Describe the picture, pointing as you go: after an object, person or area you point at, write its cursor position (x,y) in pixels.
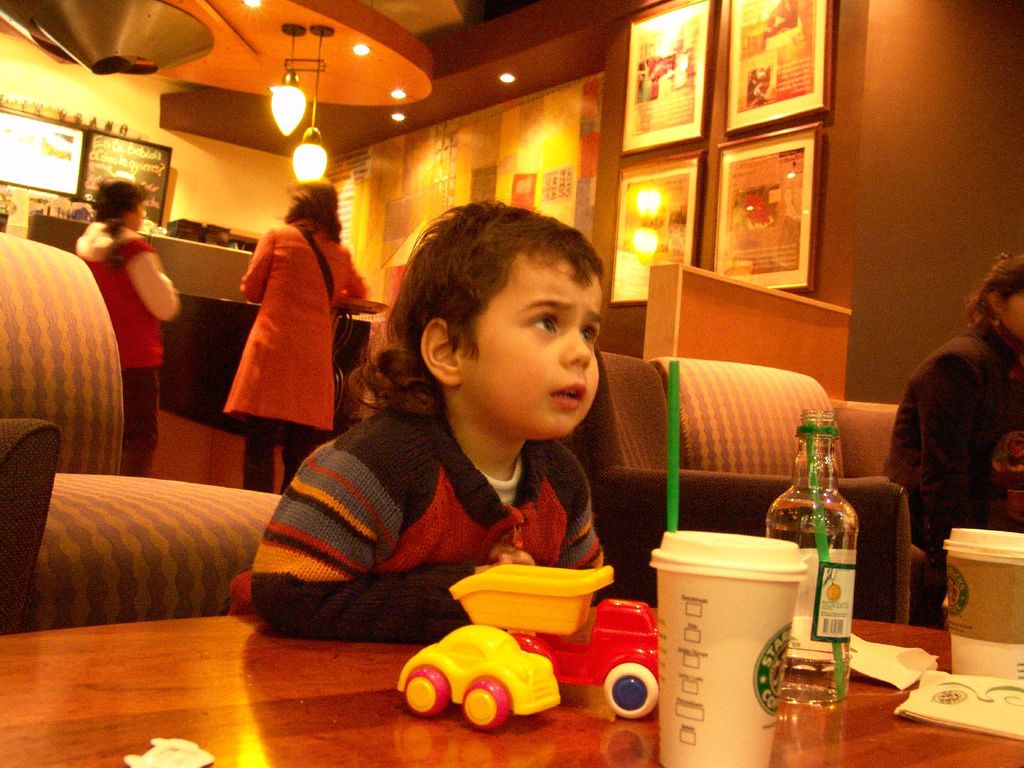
There are few people (523,409) in this room (267,472). On the table (388,744) we can see toys (575,646), cup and a bottle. On the wall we can see frames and a light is hanging to the roof (314,79).
